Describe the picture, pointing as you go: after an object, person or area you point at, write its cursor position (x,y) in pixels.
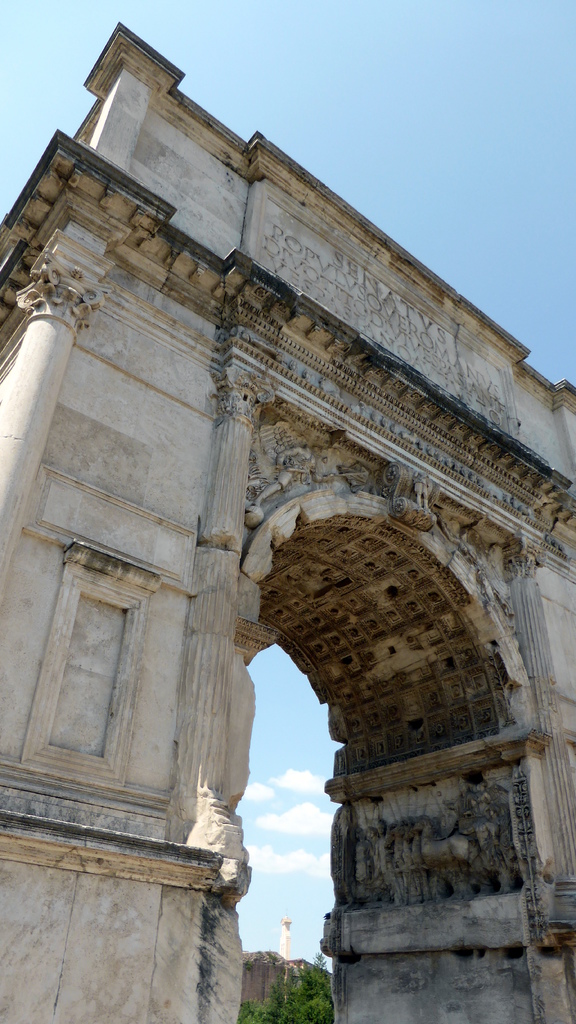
This picture is clicked outside. In the foreground (98,393) we can see the wall (426,622) on which we can see an arch (384,544) and the text (423,323). In the background (298,774) there is a sky (292,885) and some other objects (298,985).
